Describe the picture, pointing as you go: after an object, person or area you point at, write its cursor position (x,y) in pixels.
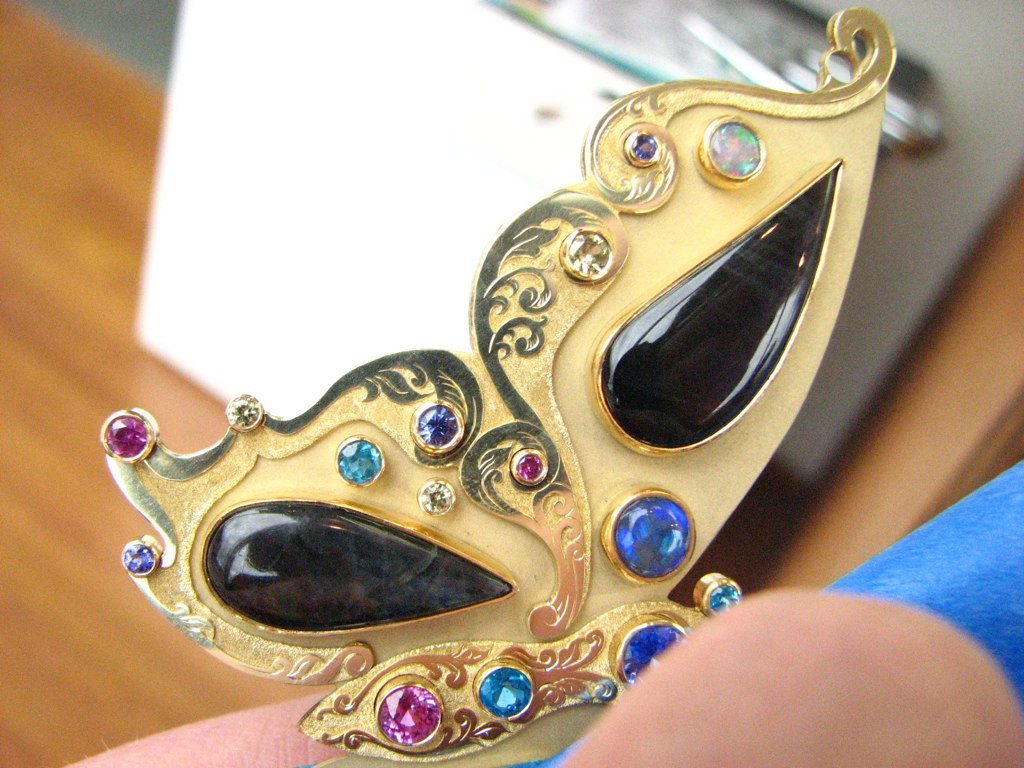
In this image I can see a golden colour butterfly brooch (460,602). On the right side of this image (871,564) I can see a blue colour thing (927,573) and I can see this image is little bit blurry in the background (744,66).
